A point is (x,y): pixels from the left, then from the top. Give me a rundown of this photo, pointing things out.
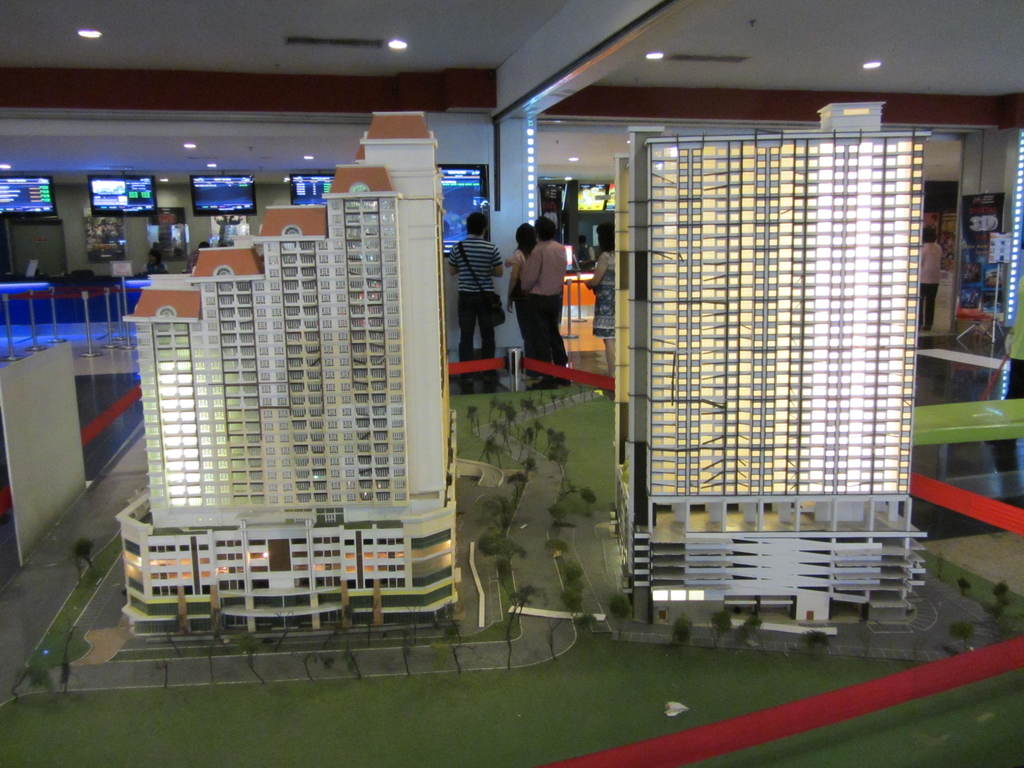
In this image in the front of there are model of the buildings (439,461). In the background (460,314) there are persons (523,310), there are monitors (471,207) and there are light (1017,181) and there are tables (582,300) and on the tables (145,281) there are objects (81,271).
